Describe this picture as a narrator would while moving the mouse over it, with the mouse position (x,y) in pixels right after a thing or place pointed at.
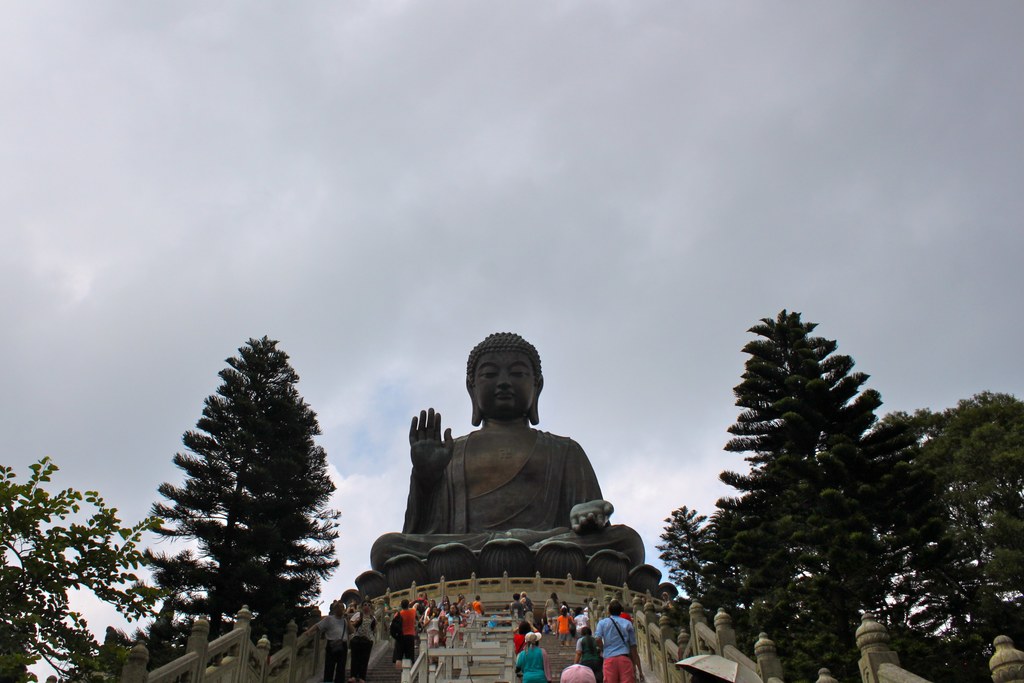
This picture contains the statue of the Buddha (502,508). At the bottom of the picture (509,619), we see a staircase (666,650). On either side of the picture, we see trees (176,515). At the top of the picture (476,138), we see the sky (348,300).
